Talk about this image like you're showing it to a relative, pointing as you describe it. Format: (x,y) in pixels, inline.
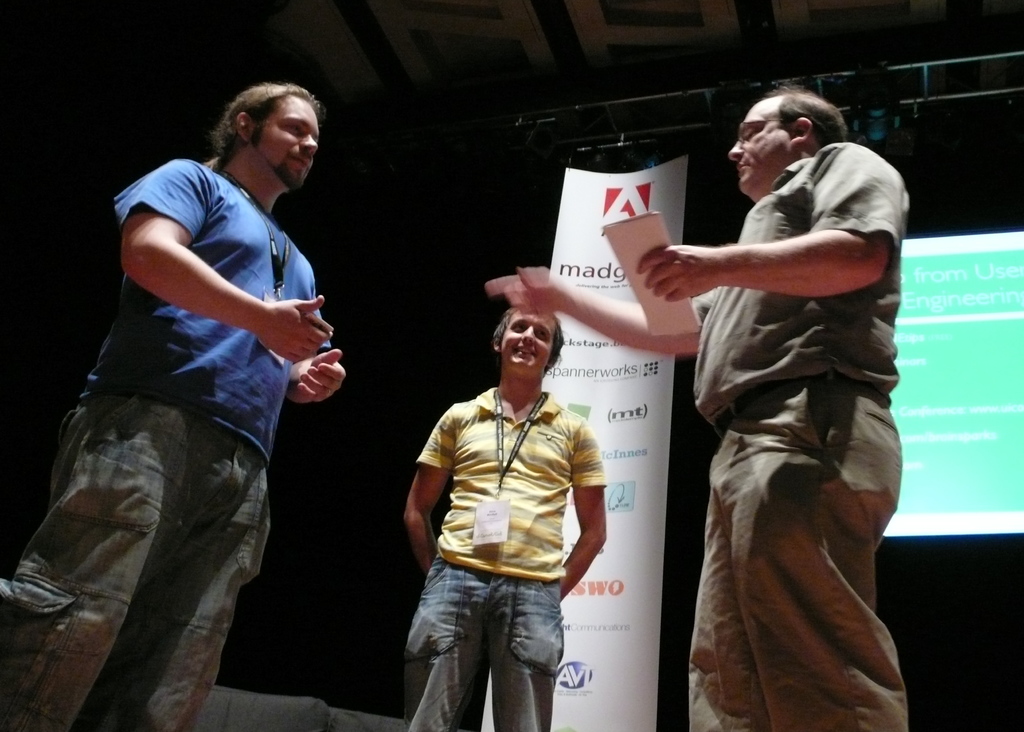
This picture might be taken inside the room (440,403). In this image, on the right side (750,169), we can see a man (818,326) wearing a gray colored shirt (854,217), he is also holding something in his hand (664,292). On the left side (307,312), we can also see a man (195,212) wearing a blue color shirt (199,234) is standing. In the middle of the image (542,409), we can see a man (564,454) wearing a yellow color shirt (564,446) is standing. In the background (586,357), we can see hoardings (647,360), screen (952,340). On the top (594,32), we can see a roof (379,78).
